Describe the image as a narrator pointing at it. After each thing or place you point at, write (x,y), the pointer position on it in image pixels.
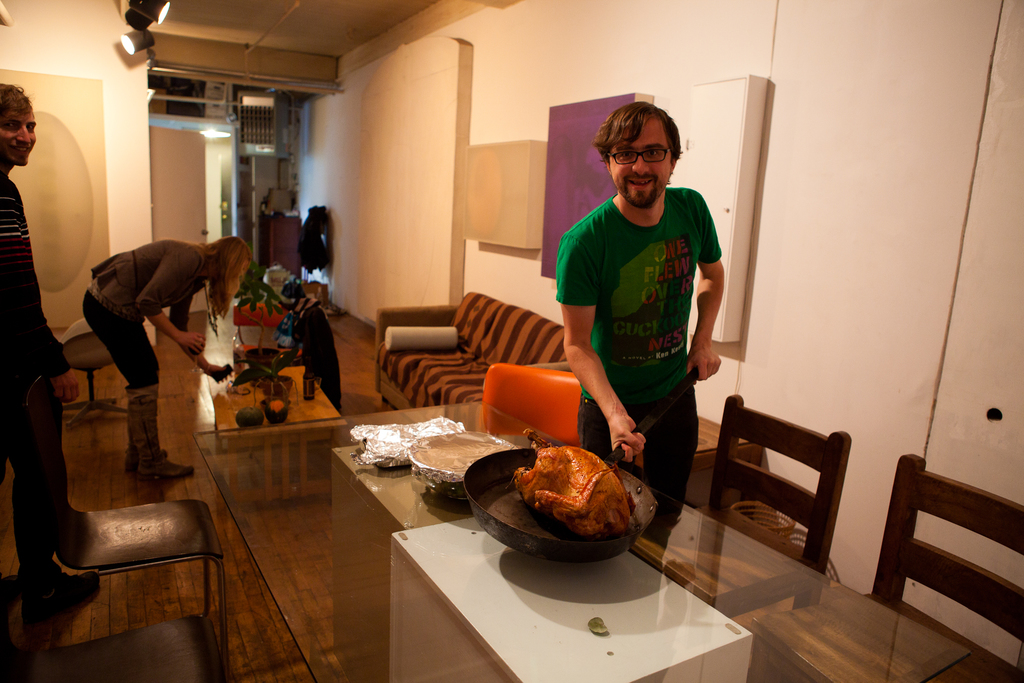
In this picture there is a man (680,418), holding a pan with his both hands (625,424), kept on the table (623,666). There is a woman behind him and also a person (54,566) standing on the left (45,354).
